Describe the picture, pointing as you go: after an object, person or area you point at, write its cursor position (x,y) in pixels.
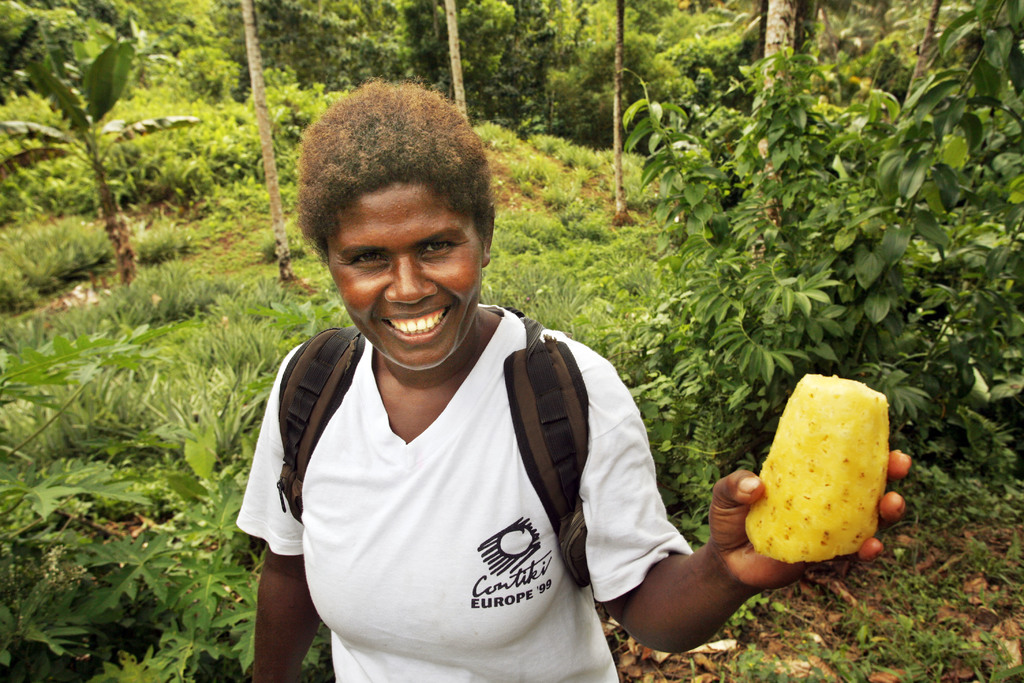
In this image I can see a person (430,488) wearing white colored dress (447,503) and bag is standing and holding a pineapple (853,496) in her hands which is yellow in color. In the background (839,163) I can see few trees (828,215) and some grass (583,317) on the ground (578,282).
